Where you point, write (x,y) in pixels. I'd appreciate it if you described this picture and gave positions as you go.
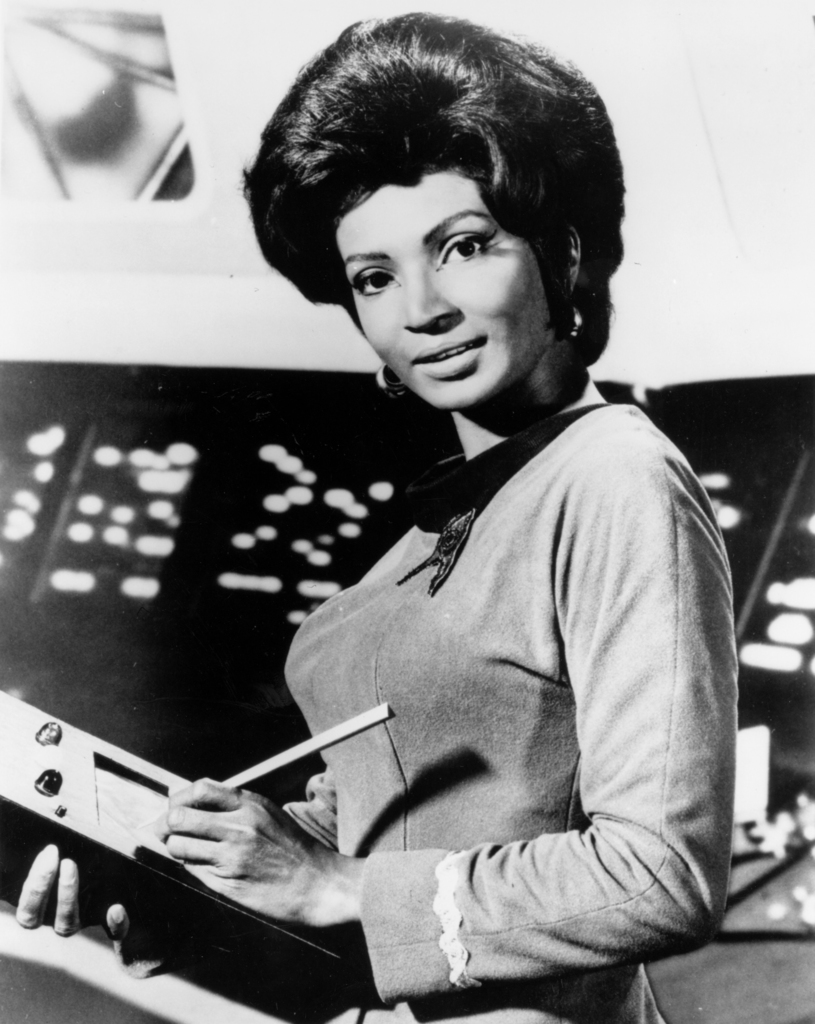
In this image we can see a lady (280,244) holding a book (177,920), and writing something on it, at the background (260,479), we can see some other objects (240,465), and the picture is taken in a black and white mode.
